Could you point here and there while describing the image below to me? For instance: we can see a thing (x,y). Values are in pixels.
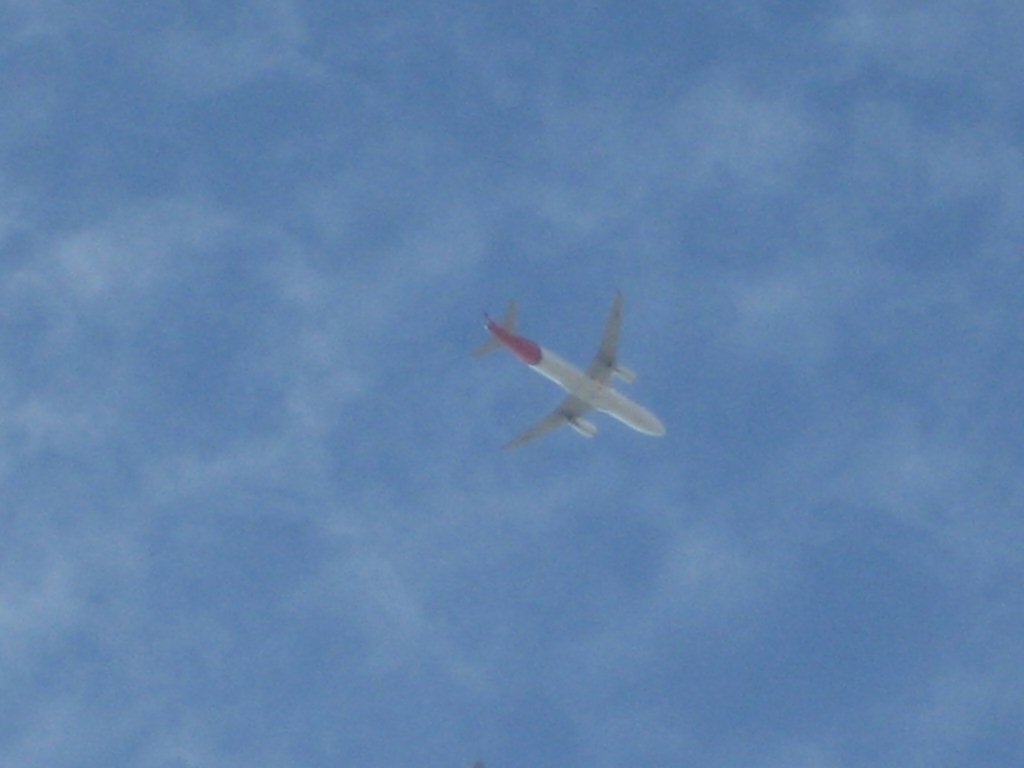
There is a white color airplane (598,386) in the sky (798,415). In the background (317,231), there are clouds (335,586) in the blue sky (638,644).
